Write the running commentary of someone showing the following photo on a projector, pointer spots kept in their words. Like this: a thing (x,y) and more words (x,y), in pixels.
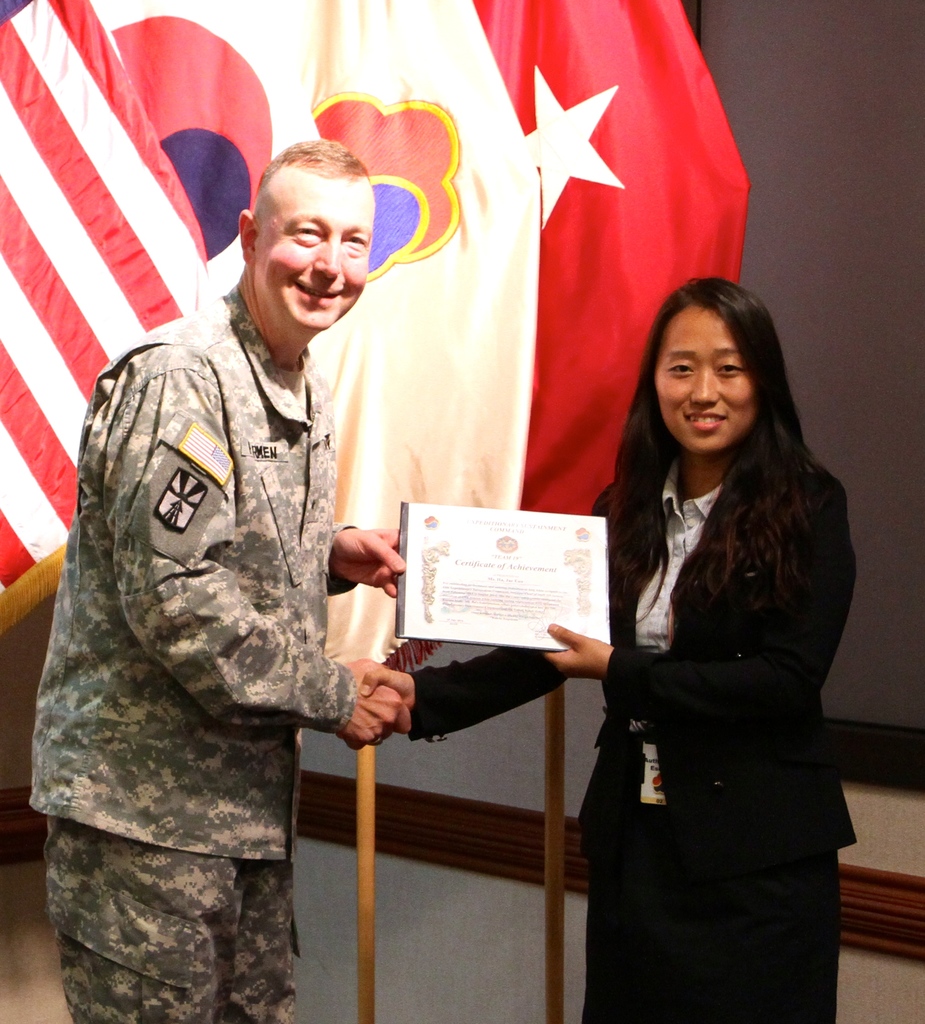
In the picture we can see a man (79,546) and a woman (675,768), man (98,726) is presenting an award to the woman (627,656) and man (72,725) is in army uniform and the woman (761,340) is in black color blazer (807,791) and they are smiling and behind them we can see some flags (55,145) to the poles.
